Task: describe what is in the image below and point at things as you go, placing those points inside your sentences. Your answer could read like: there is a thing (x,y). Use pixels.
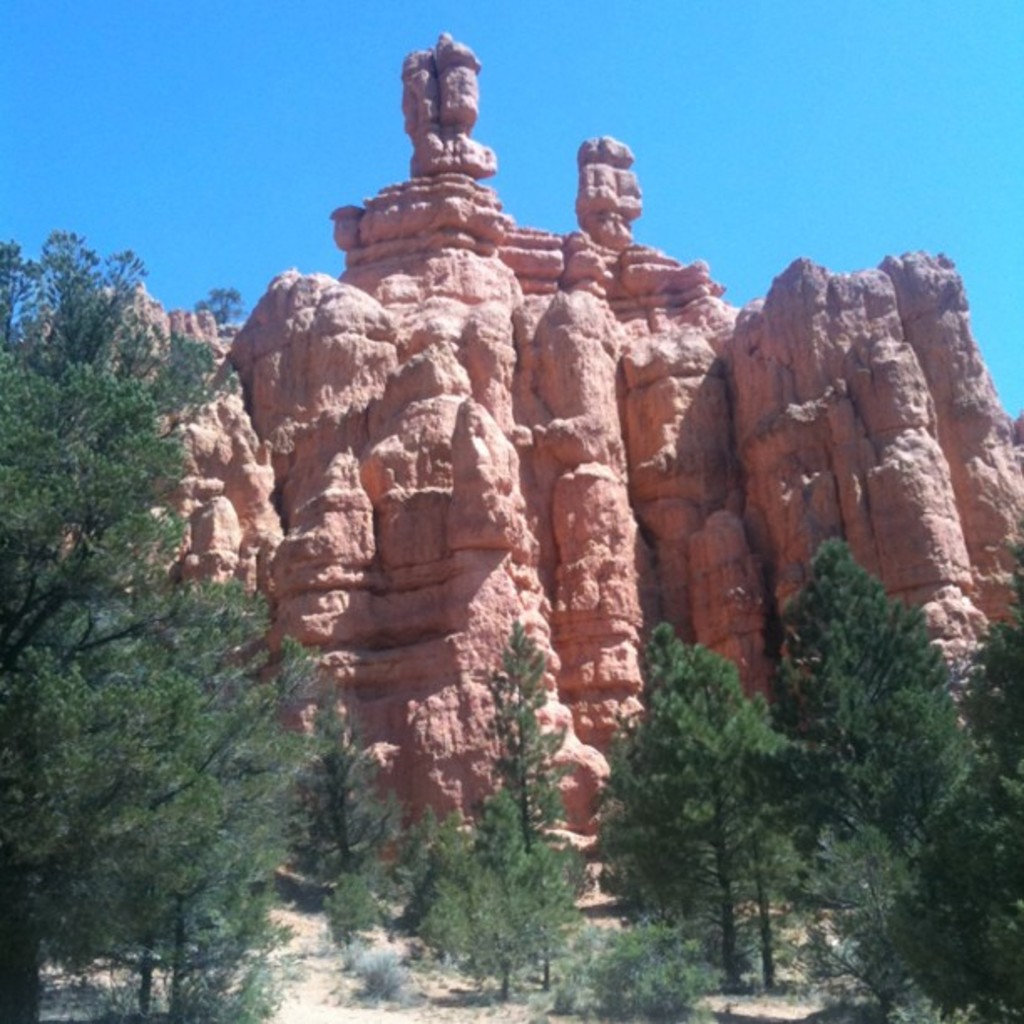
In this picture there is a hill (462,441) and there are trees (371,779). At the top (139,125) there is sky (196,162). At the bottom (311,978) there is ground (782,996).
